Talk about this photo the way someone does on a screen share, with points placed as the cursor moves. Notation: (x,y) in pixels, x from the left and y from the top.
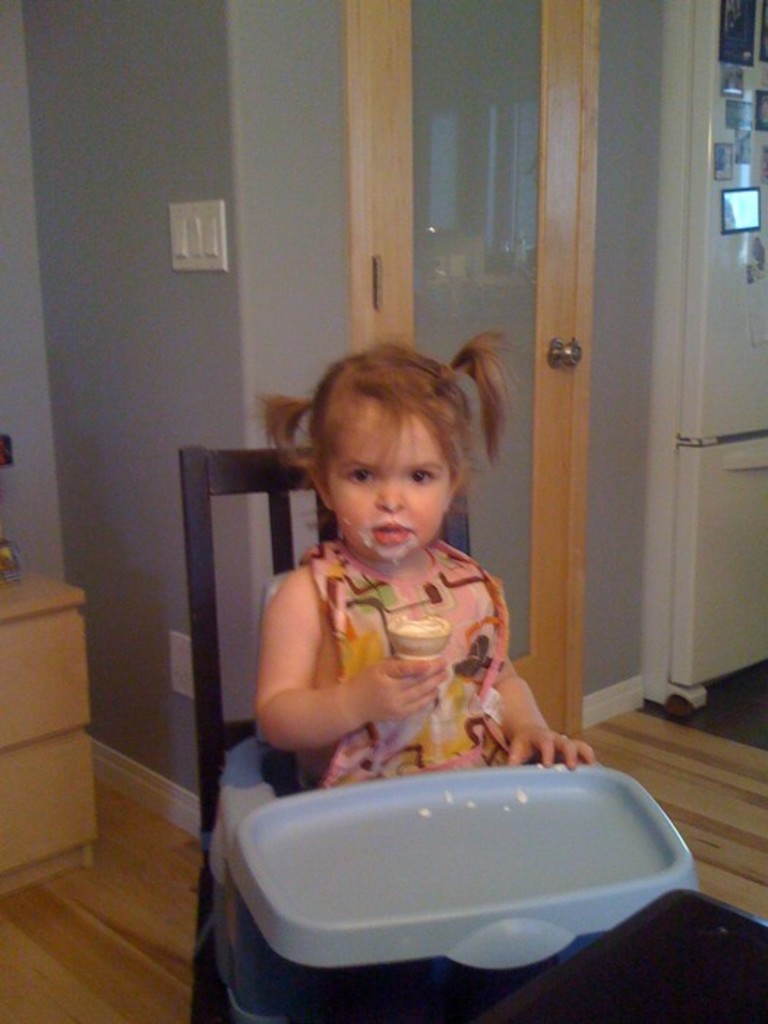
In this image in the front (387,888) there is a girl (369,714) sitting on a chair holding an ice cream (407,657) in her hand (395,661). In the background (408,266) there is door (521,256) and on the right side (723,208) there is a refrigerator (719,232) which is white in colour. On the left side (74,594) there is a wooden stand (26,676) and there is a wall (229,362) which is gray in colour.
